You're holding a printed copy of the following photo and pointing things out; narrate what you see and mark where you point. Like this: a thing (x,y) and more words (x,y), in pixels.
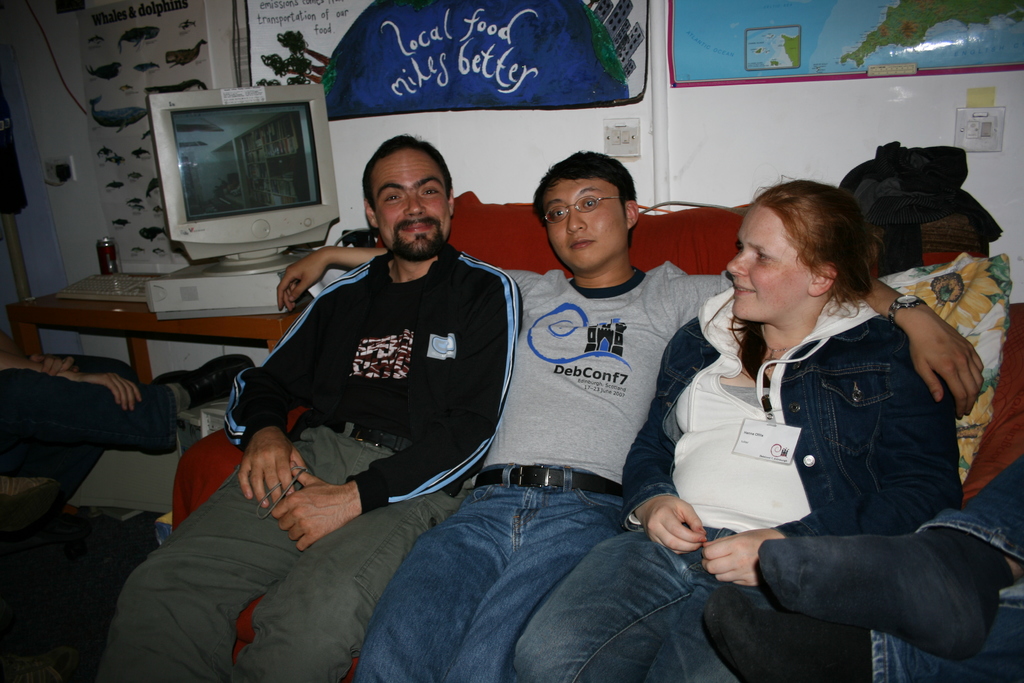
In this picture there are people (523,497) sitting on a sofa (533,266) and we can see clothes (975,243) and pillow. We can see monitor (222,144), keyboard (111,277), white object (273,284) and tin (103,258) on the table (137,321). In the background of the image (425,114) we can see boards (821,37), banner (391,59) and wall (719,105). In the bottom right side of the image (797,571) we can see legs (1001,654) of a person (1001,654). On the left side of the image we can see a person (137,442).
